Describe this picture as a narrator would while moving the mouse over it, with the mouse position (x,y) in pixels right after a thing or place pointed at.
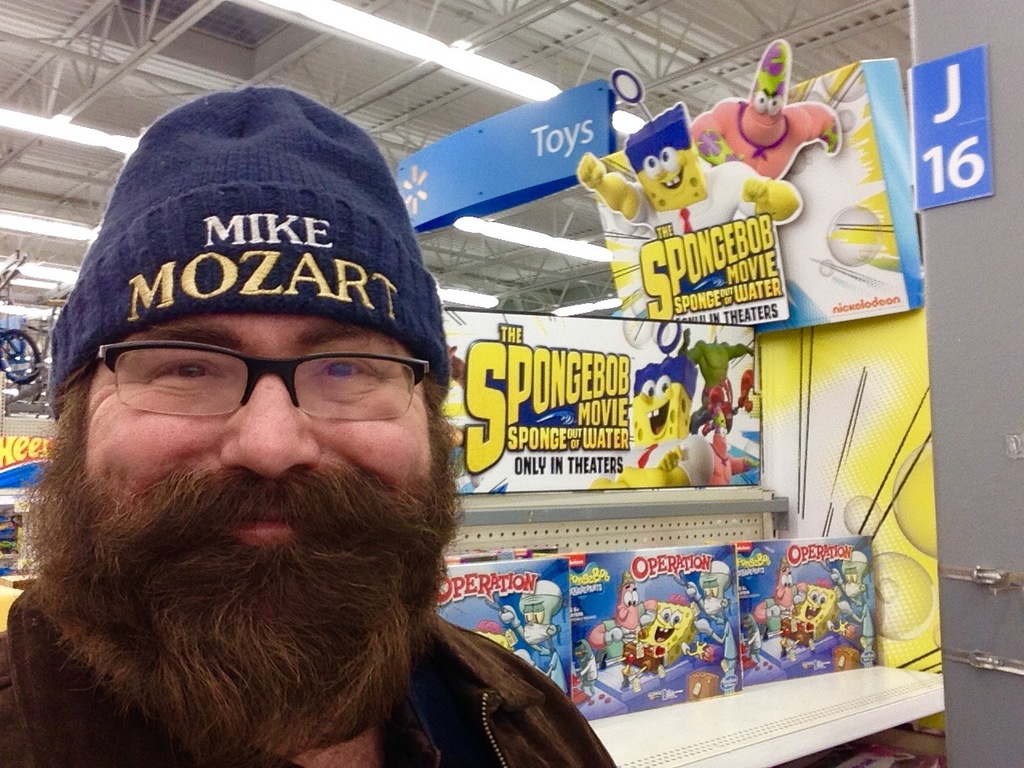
In the image a man (397,270) is standing and smiling. Behind him there are some toys (665,692) in the rack (674,719). At the top of the image (811,29) there is roof (91,29) and lights (59,136).
